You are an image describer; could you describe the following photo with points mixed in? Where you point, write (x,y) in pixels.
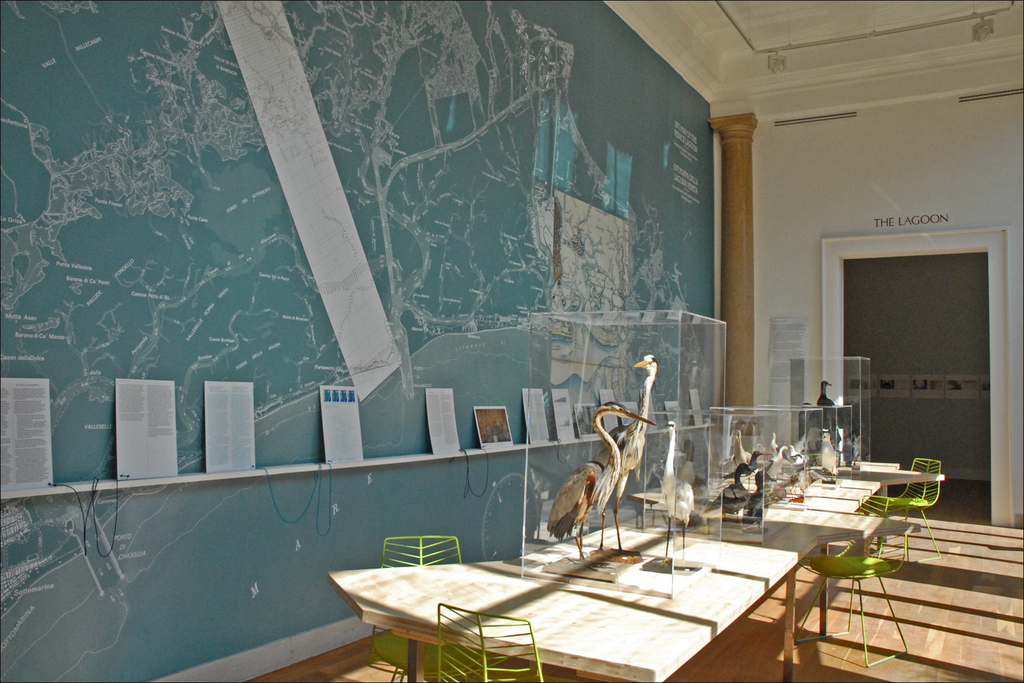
In this image we can see the chairs (439,608) and tables (495,585). There are birds (688,514) in the glasses (628,508). There is a wall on the left side (139,491).
